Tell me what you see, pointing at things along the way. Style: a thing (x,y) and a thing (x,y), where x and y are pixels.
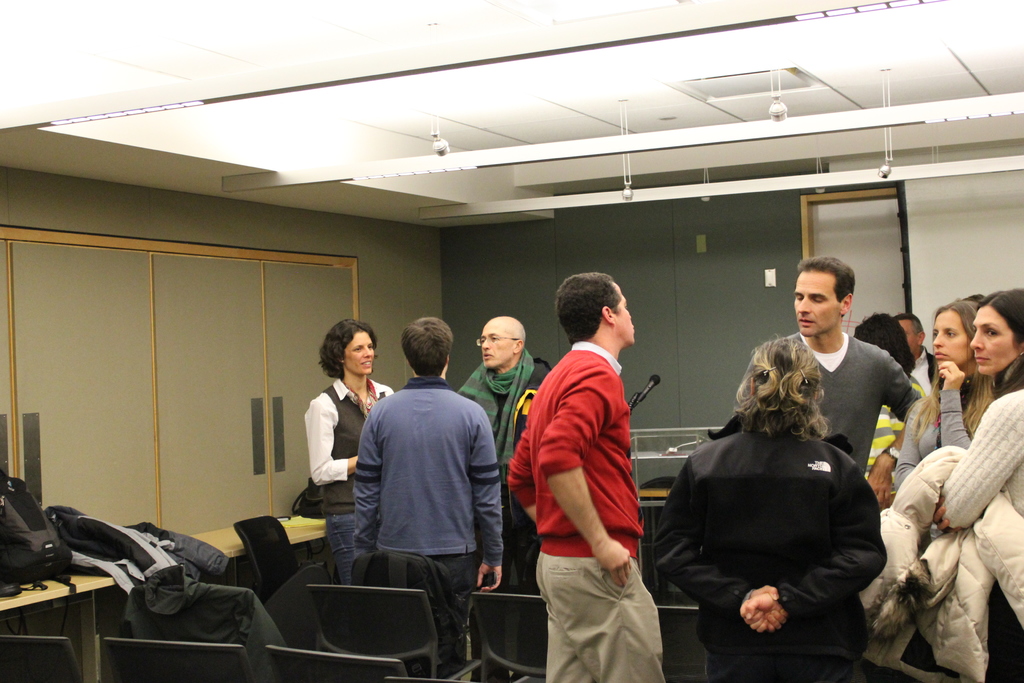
In this picture we can see backpack (47,541), jackets (136,540), chairs (261,528), table (50,583), podium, lights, ceiling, microphone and objects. We can see the people (342,324) standing.
